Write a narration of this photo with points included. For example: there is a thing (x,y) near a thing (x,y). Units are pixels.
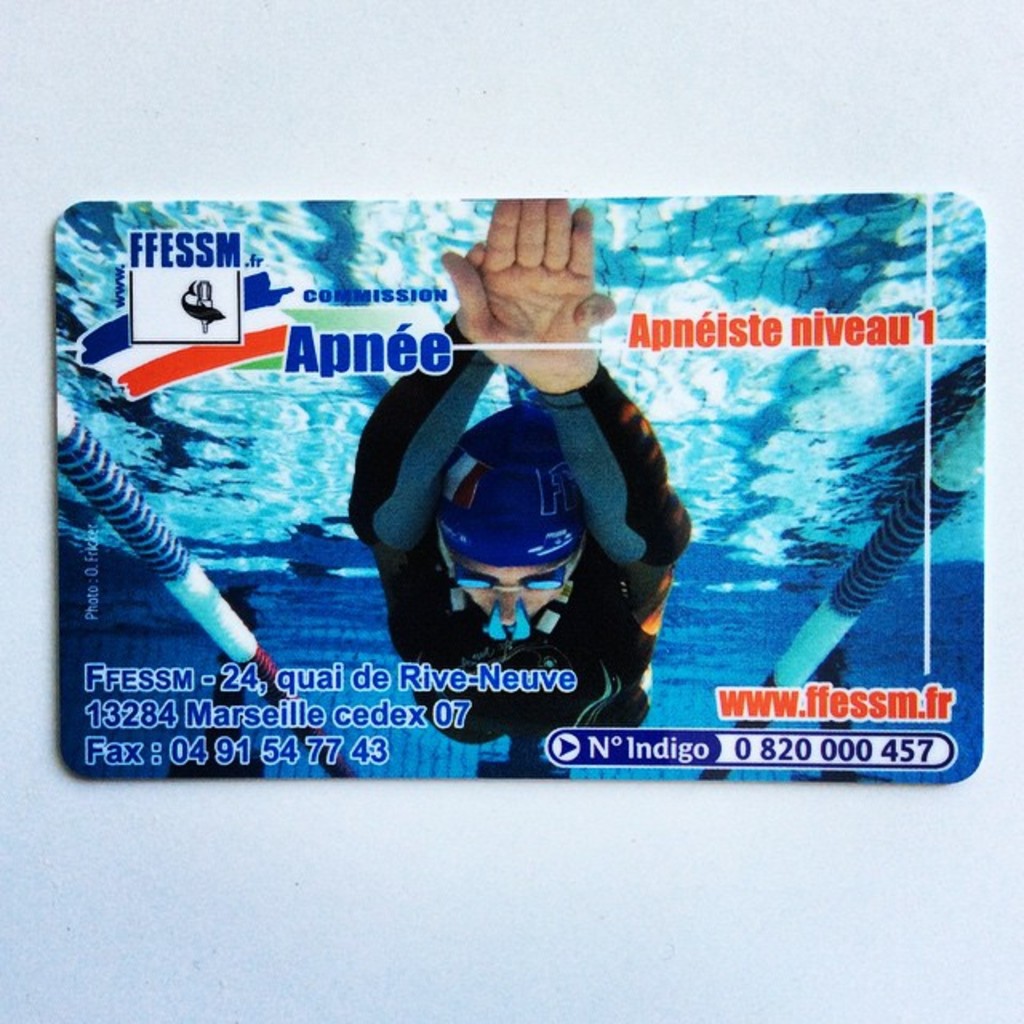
In this image there is a card (465,480). On the card (417,544) we can see that there is a person (519,519) in the swimming pool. At the bottom (796,701) there is some text (409,710). In the background (248,854) there is white color wall (713,912).
